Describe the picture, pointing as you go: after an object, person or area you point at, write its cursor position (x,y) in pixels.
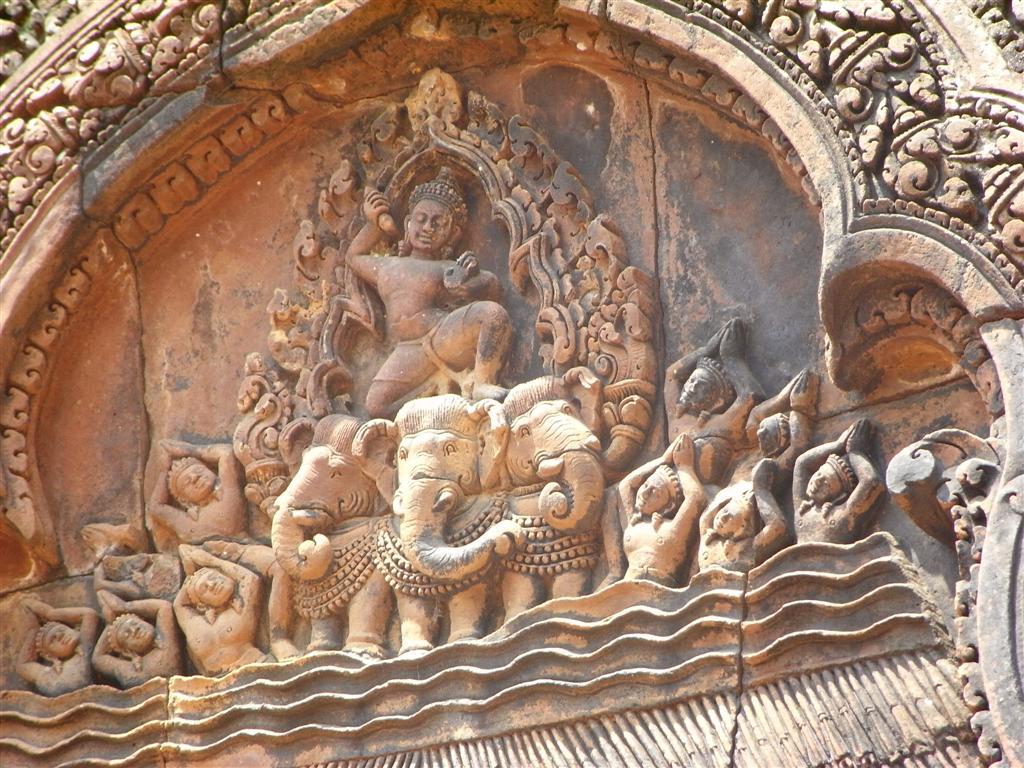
In this image we can see the sculpture (52,640) of animals (329,573) and persons (141,601) on the stone wall (916,361).
